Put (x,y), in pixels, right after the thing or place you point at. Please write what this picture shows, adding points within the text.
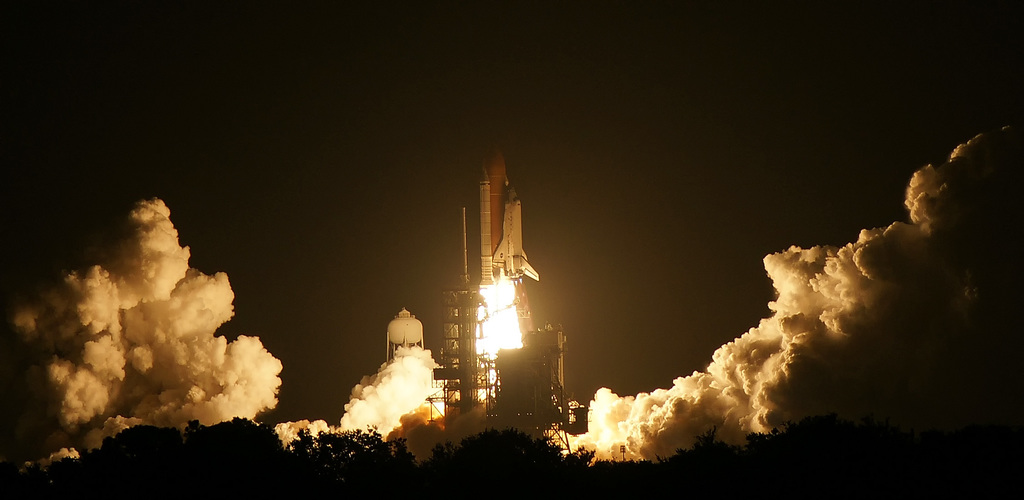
In this picture I can observe a rocket launching station (482,310) in the middle of the picture (463,283). I can observe smoke (177,360) on either sides of the picture. In the bottom of the picture (260,470) there are some trees (593,471). The background (277,107) is dark.
